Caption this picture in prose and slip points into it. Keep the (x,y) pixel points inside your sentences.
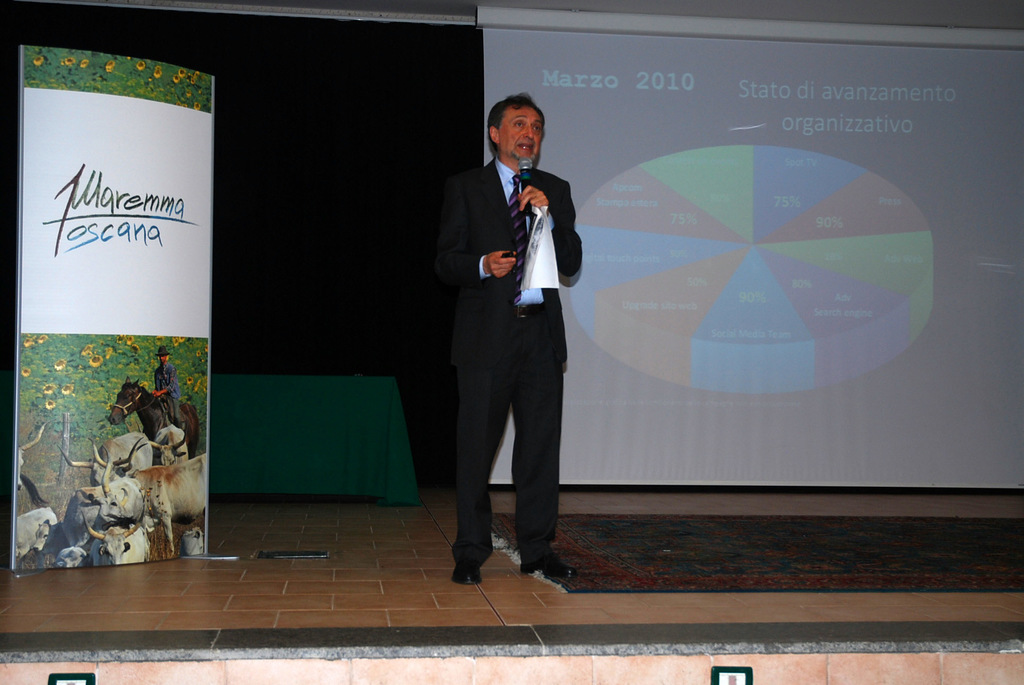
In this picture we can see a person (551,378) standing on a stage (507,566), he is holding mic (522,169) and a paper (549,255). Towards left (131,398) we can see a banner (109,395). Towards right (790,146) it is a projector screen (672,119). In the background (386,111) it might be a curtain (323,252).
